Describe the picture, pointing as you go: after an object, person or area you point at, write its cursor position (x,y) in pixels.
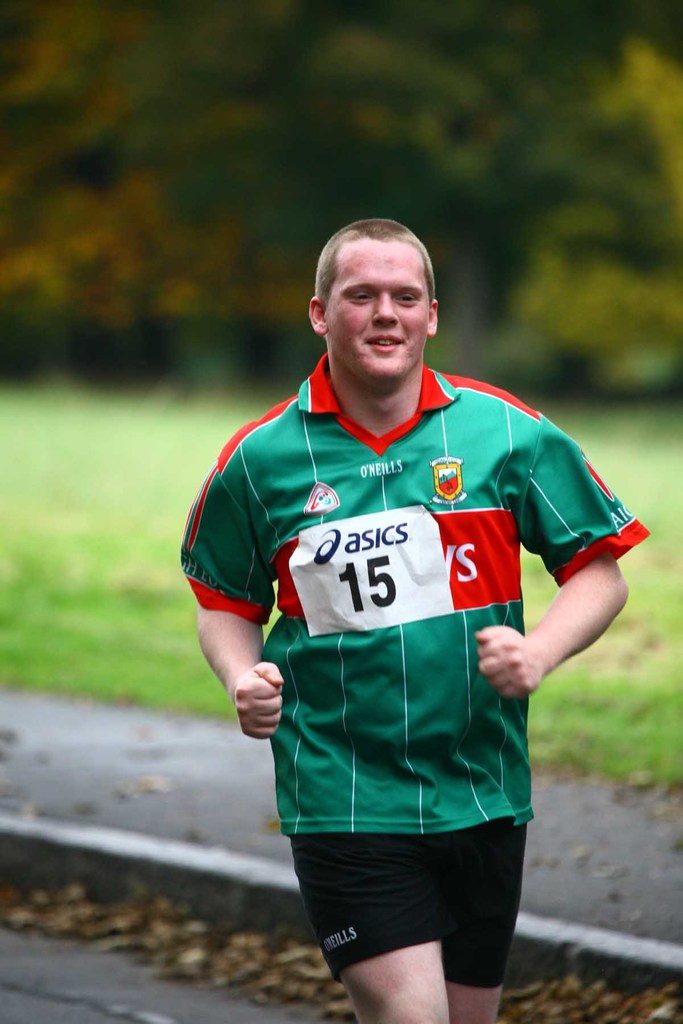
In this image in front (402,809) there is a person (393,739) running on the road (61,1005). Behind him there is grass (95,614) on the surface (95,614). In the background of the image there are trees (508,104).
